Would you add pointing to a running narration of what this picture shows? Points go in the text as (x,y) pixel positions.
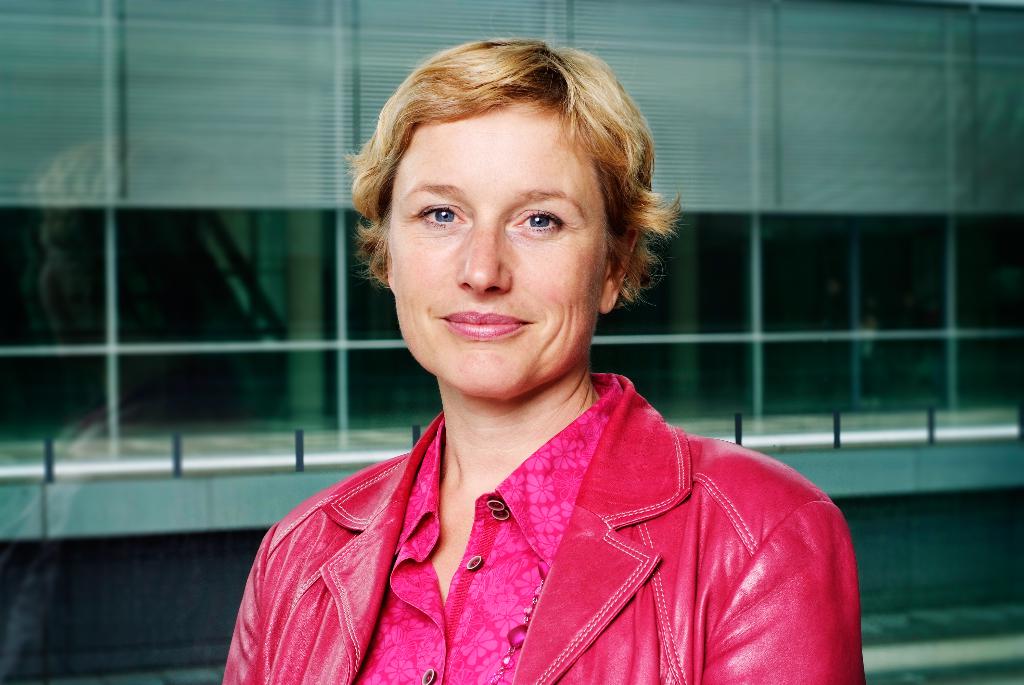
In this picture we can see a woman (479,96) with a short hair (606,172), wearing pink jacket (692,567) and she is smiling.
